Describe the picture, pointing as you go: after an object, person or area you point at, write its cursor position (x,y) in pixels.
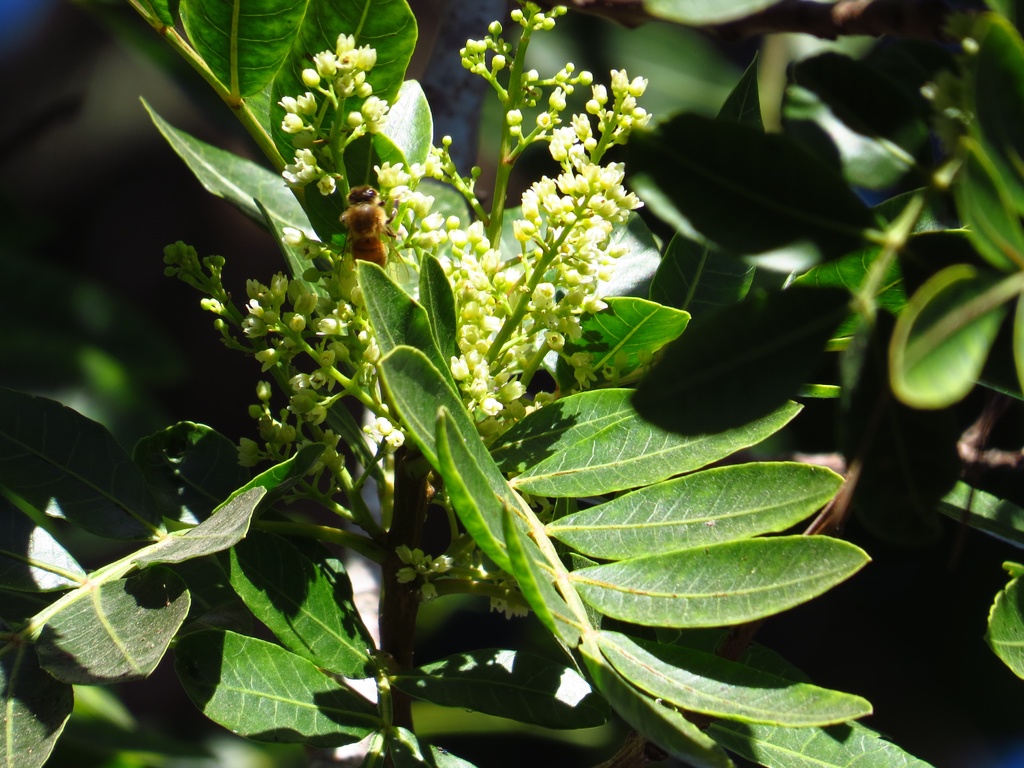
In this image I can see a plant (266,609) along with the leaves (606,463) and flowers (492,276). On the flowers (414,215) there is a bee (360,230).
